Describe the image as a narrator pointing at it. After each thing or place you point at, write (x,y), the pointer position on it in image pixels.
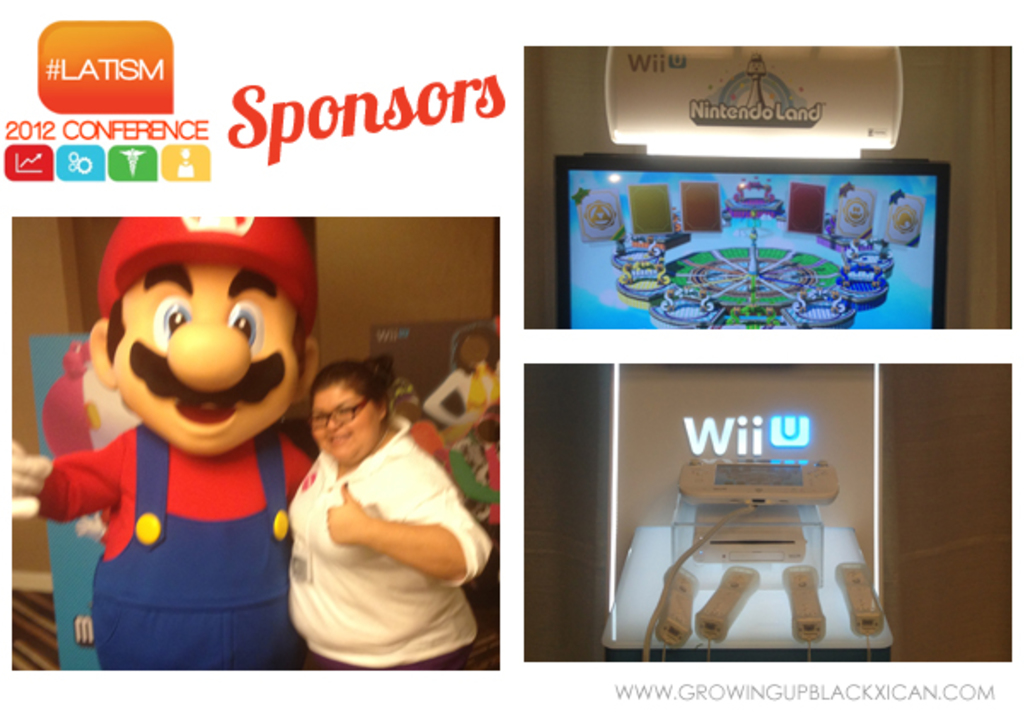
It is a collage image. In this image there is a monitor (818,239), game console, joysticks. Behind them on the wall (547,163) there are display boards (893,94). On the left side of the image (257,350) there is a person (380,381) posing with the depiction (313,316) of a cartoon (195,362). Behind them there are banners (45,379). Behind the banners (45,379) there is a wall (342,227). At the top of the image (77,74) there is some text (281,153) and a logo (185,155). There is some text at the bottom of the image (662,702).
